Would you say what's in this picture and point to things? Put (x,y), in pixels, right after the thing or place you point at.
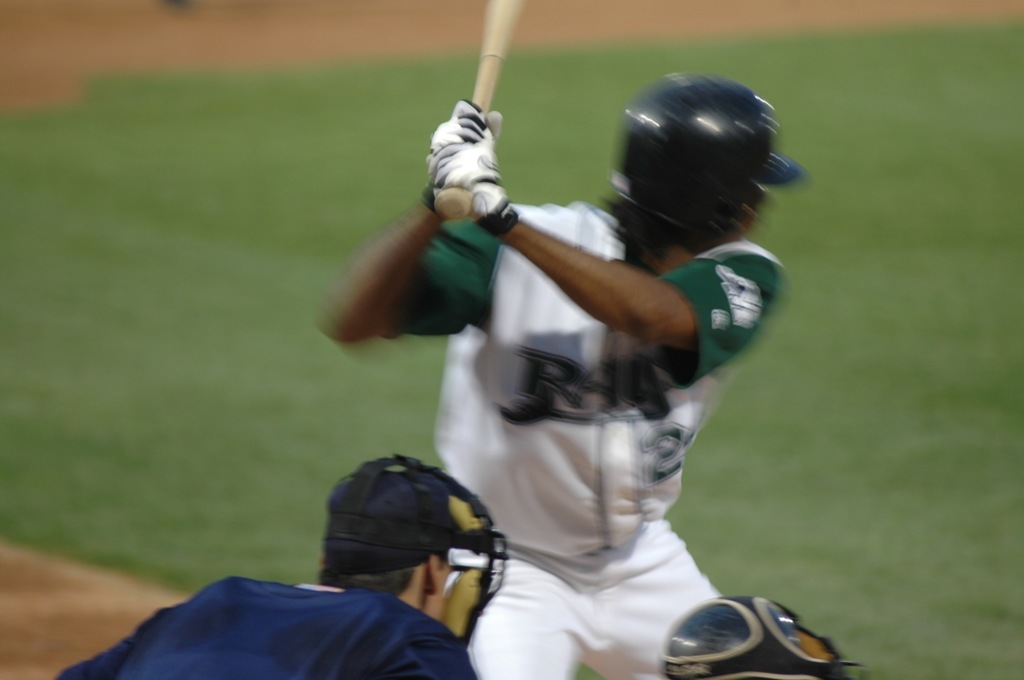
In this picture, there is a person (429,265) holding a bat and he is facing backwards. He is wearing a white jacket (564,476), white trousers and a helmet (676,157). At the bottom (365,634), there is another man (416,569) wearing blue t shirt (249,641) and a helmet (443,537). Beside him, there is a helmet (714,607). In the background (300,344), there is grass (237,228).
